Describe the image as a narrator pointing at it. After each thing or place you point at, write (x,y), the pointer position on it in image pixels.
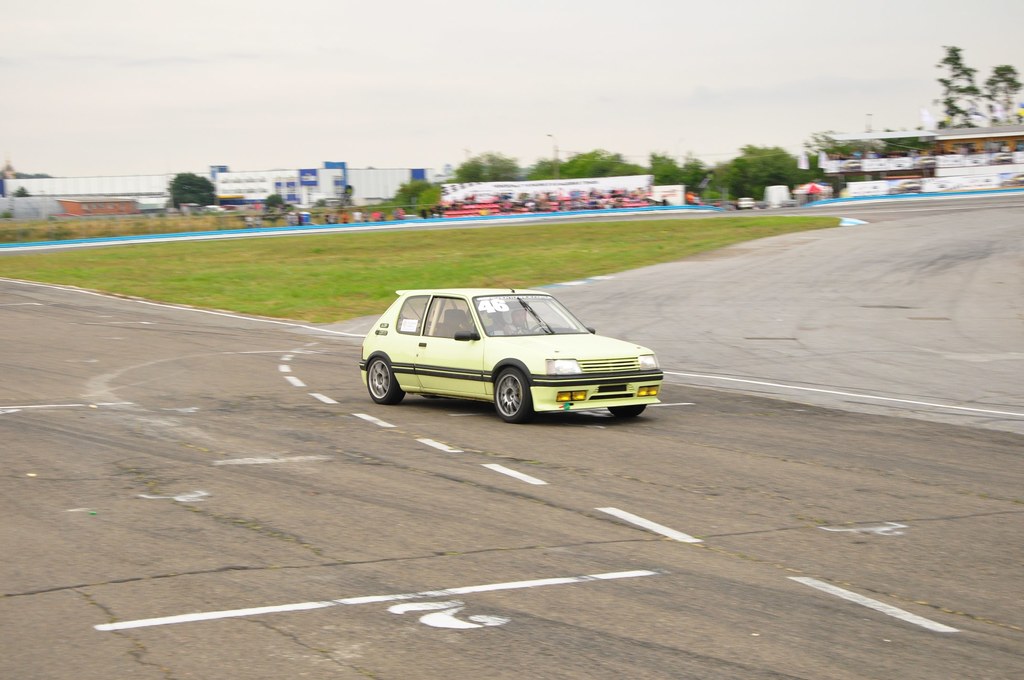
It is a car (533,332) which is moving on the road (480,407), it is in green color, there are buildings (399,184) in the long back side. At the top (121,99) it's a cloudy sky (227,113).
